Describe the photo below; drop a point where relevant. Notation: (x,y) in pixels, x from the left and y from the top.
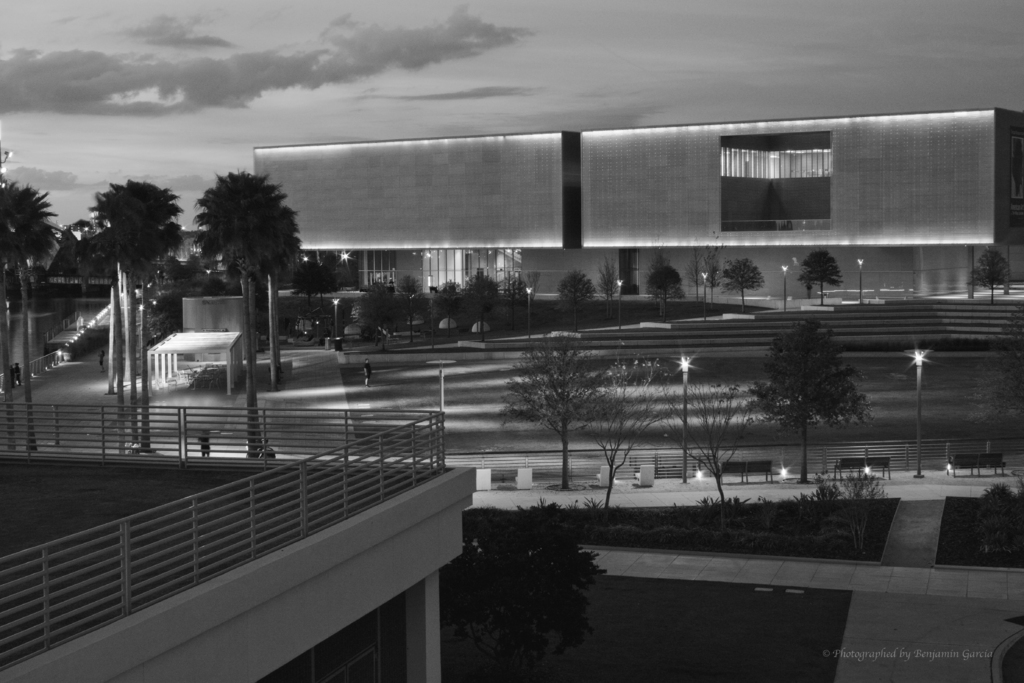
In the image we can see a building (406,530) with a railing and besides to it, we can see a tree (560,645) to the path (323,393) near to the path (793,579) we can see some trees (596,446), plants (831,506) and poles (916,474) with a light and in the background (693,241) we can also see a building (592,221) and a sky (246,97) with clouds (135,76).
